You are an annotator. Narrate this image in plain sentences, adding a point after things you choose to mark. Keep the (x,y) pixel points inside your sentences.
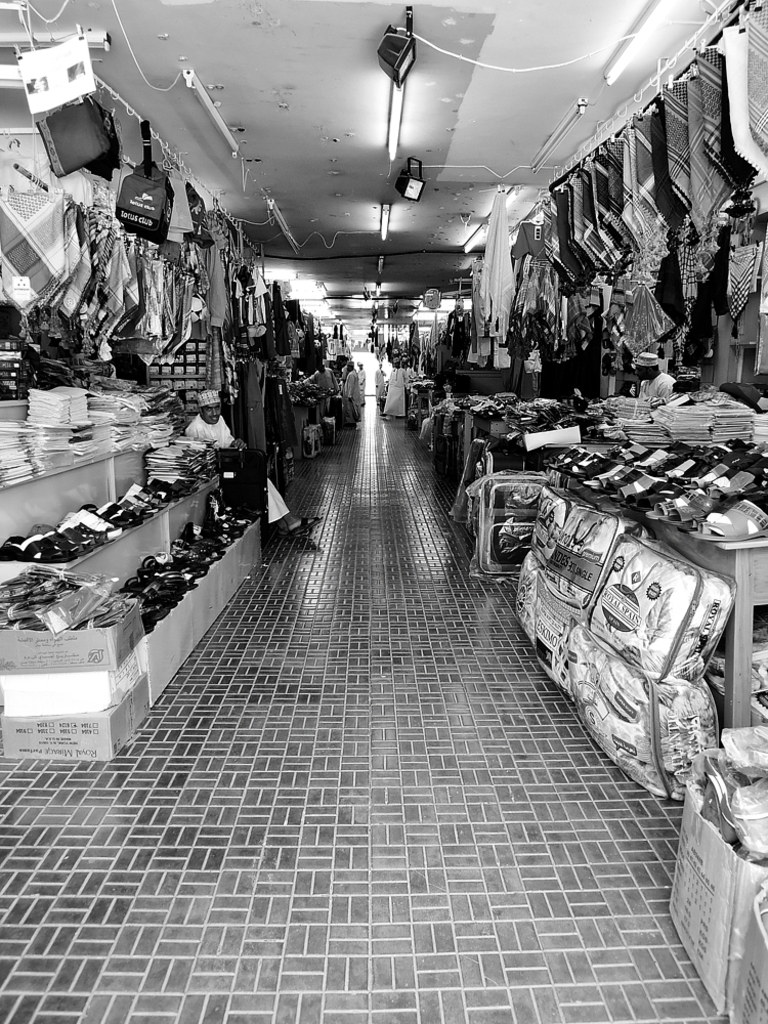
On the left side (227,527), there are some objects (158,318) arranged on the shelves (145,480) and there is a person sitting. On the right side (728,511), there are some objects (746,411) arranged on the tables (748,613) and there are bags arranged on the floor (389,477). In the background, there are persons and there are lights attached to the roof (342,145).
